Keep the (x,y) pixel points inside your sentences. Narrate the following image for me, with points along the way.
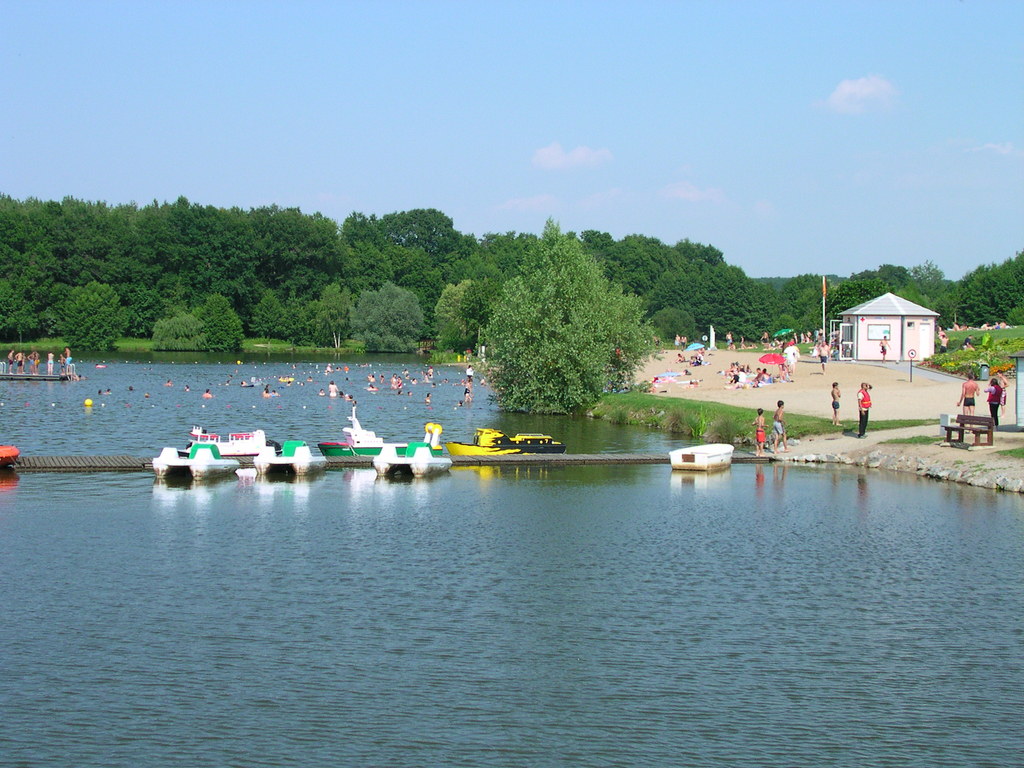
This image is clicked outside. There is water (407,516) in the middle (501,484). There are so many boats (538,447) in the middle (520,448). There are some persons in the water (451,393), and there are some persons (783,369) near water (716,484). There are trees (494,296) in the middle (501,295). There is sky (426,193) at the top (404,204).
